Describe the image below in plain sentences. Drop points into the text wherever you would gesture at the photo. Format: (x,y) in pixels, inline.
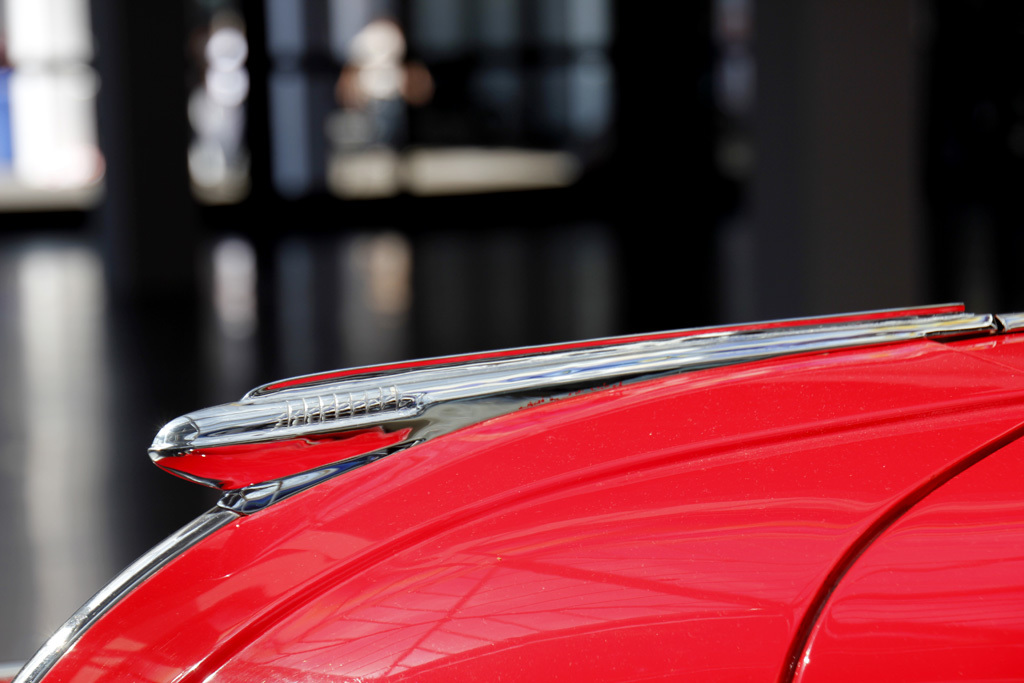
In this image we can see a vehicle (796,636) and we can also see blurred background (97,301).
